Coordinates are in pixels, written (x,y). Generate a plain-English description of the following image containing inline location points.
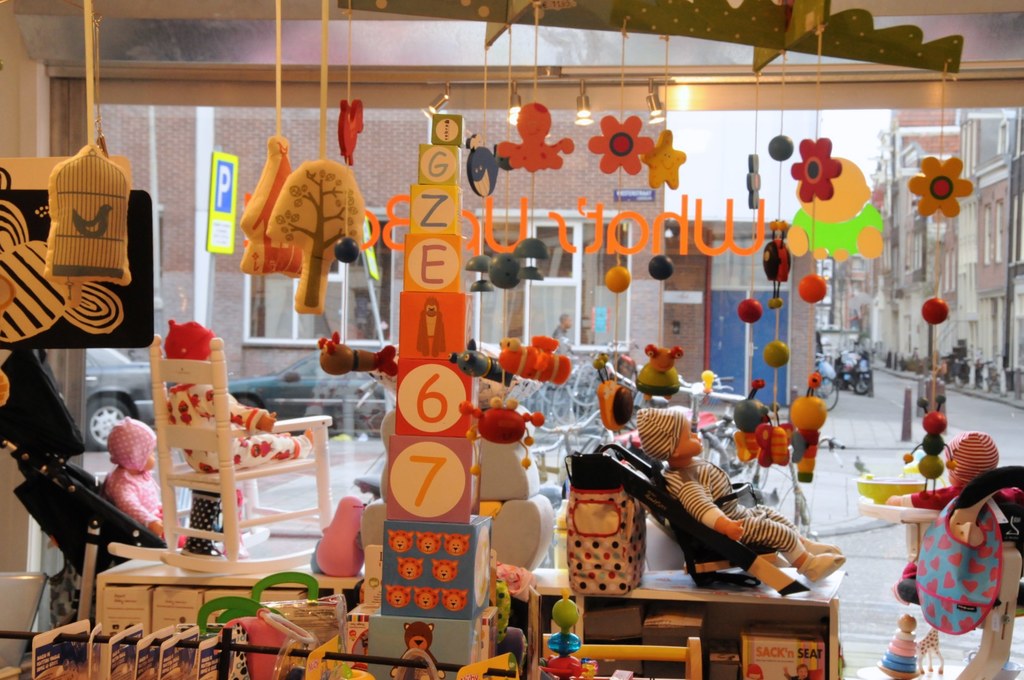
In this image we can see a group of toys (431,270) which are placed on the surface (565,582). We can also see some objects (820,650) placed in a cupboard (760,591), lights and some hangings (600,370) to a roof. On the backside (701,435) we can see some buildings (639,345), some vehicles (585,372) on the road (860,451), a signboard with some text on it, a divider pole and the sky (846,144) which looks cloudy.
